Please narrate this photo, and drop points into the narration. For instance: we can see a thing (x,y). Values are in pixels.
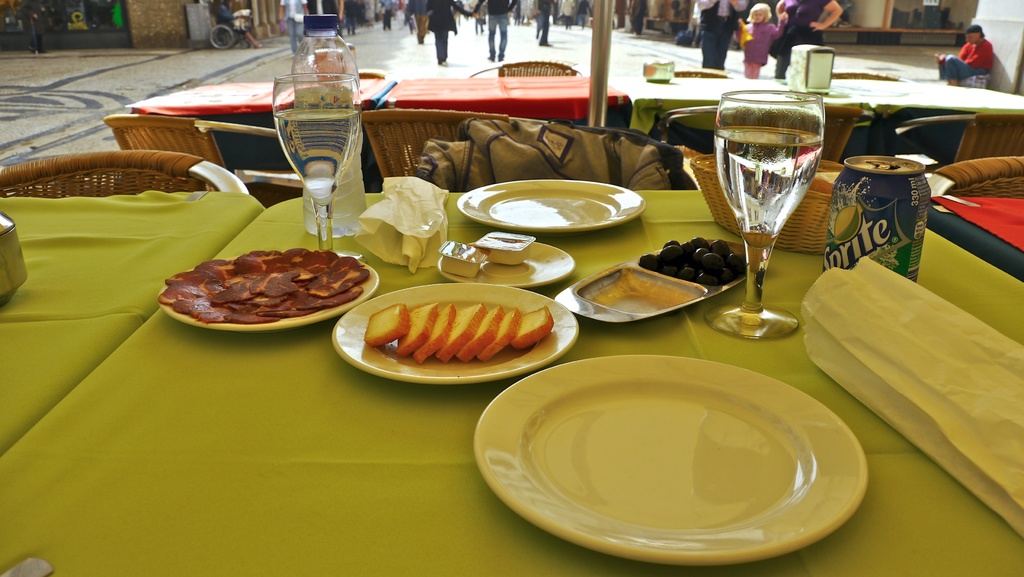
As we can see in the image there are chairs (1021,160), tables (658,207), buildings (141,35) and few people (566,12) walking here and there. On tables (244,463) there are plates (423,356), glasses (325,140), tin (915,256), basket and food items (168,300).
